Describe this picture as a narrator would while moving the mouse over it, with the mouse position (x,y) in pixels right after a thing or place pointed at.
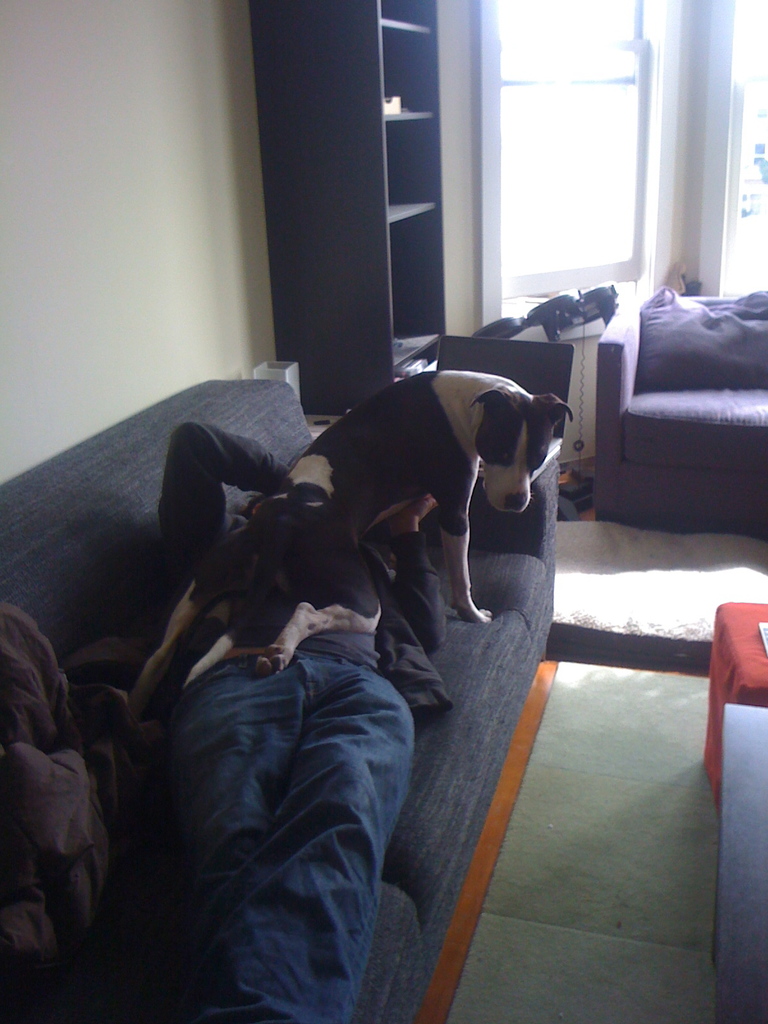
There is a person (354,729) laying on sofa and we can see a dog (413,426) on this person (393,631), in front of this sofa (23,551) we can see table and chair (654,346). In the background (605,271) we can see chair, racks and window (589,152).
